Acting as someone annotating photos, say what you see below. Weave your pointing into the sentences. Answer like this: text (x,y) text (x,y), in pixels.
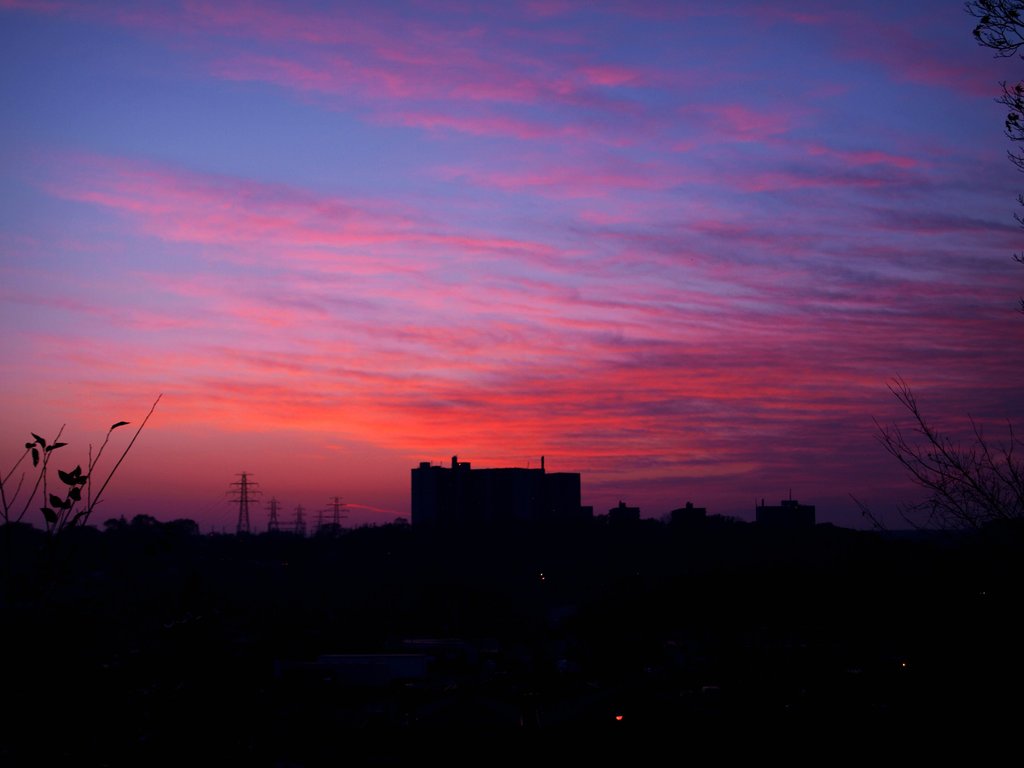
In this picture I can see trees (374,535), these look like buildings (455,523), there are electric towers (273,501), and in the background (496,378) there is sky (429,224).
